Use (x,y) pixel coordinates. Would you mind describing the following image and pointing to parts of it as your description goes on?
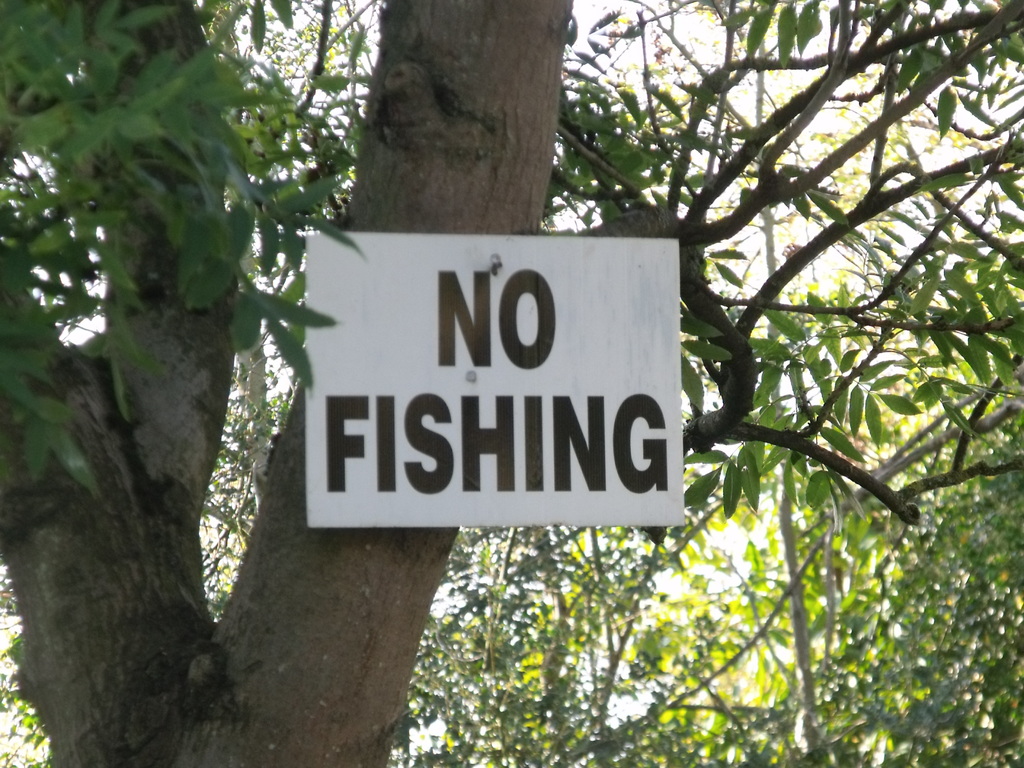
In this picture I can see the tree (420,562). I can see the board (497,453).
